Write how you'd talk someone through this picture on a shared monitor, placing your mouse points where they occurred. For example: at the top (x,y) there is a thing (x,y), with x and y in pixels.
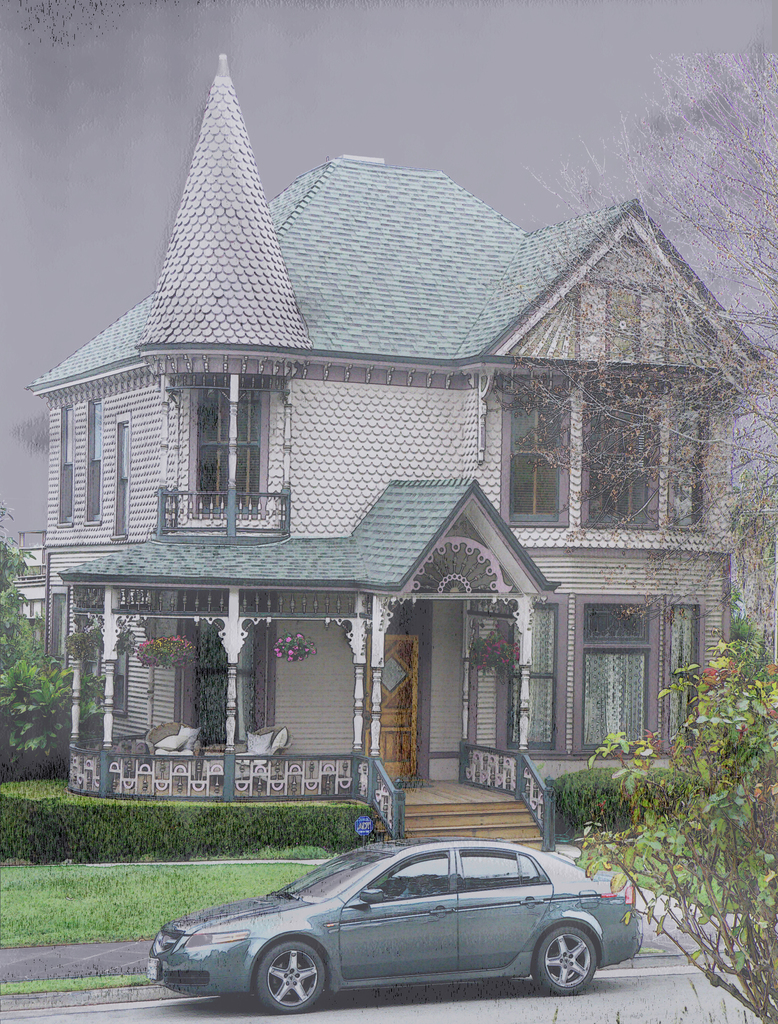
In this picture we can see a car (206,938) parked in front of a house (464,466) surrounded by trees (10,572) and greenery (557,783). Here the sky (364,153) is gloomy.
